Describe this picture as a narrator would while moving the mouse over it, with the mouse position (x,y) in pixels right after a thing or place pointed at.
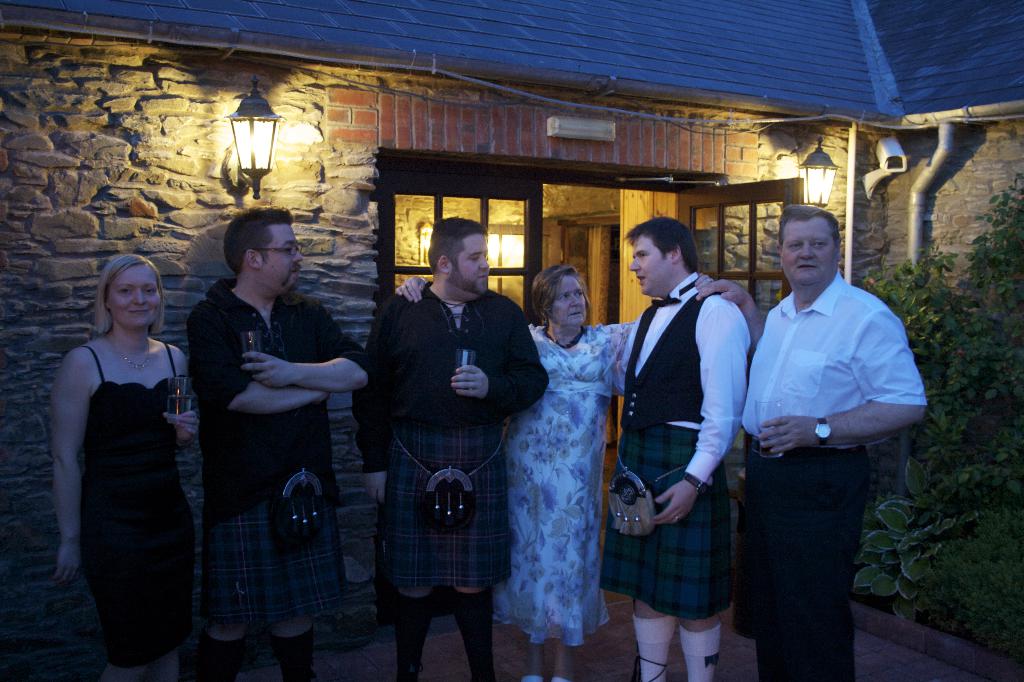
In the middle of the picture (419,324) we can see a group of people (398,348) standing. In the background (507,186) it is a building (478,159) and there are door (741,187), wall (304,179), light (825,175), camera (888,149), tree (932,418), pipe (926,179) and other objects (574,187).
